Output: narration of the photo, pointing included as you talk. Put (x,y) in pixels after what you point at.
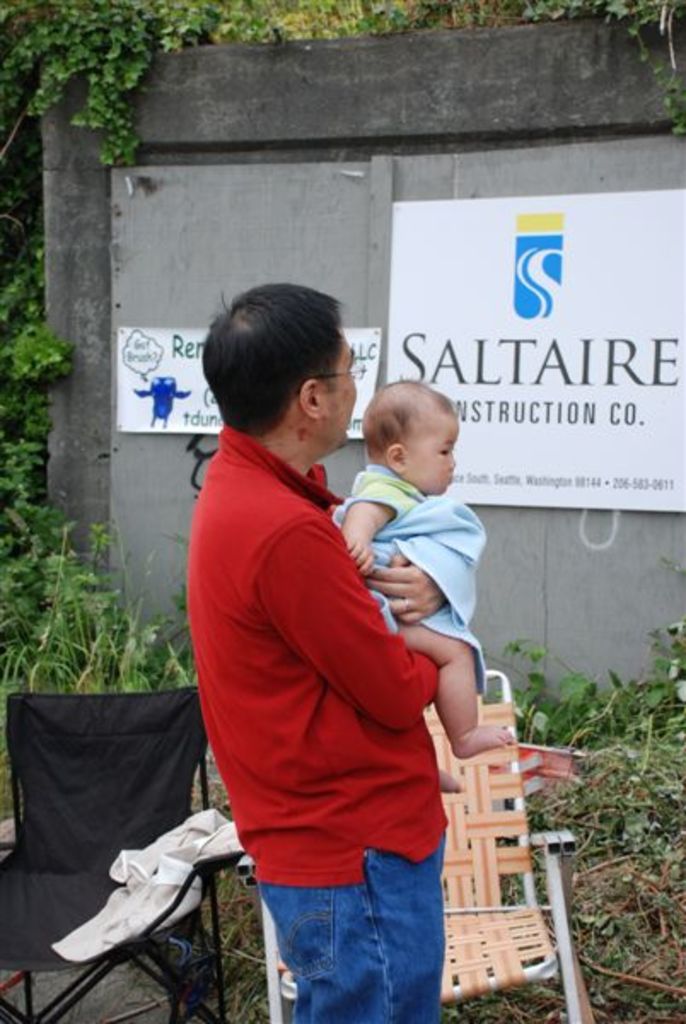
In this picture there is a man (264,565) who is holding a baby (396,530). Besides him I can see two chairs (94,892). In the back (646,385) I can see the banners (534,435) which are placed on the wooden wall (382,216). Beside the wall (66,101) I can see the plants (204,27) and tree (14,423).
